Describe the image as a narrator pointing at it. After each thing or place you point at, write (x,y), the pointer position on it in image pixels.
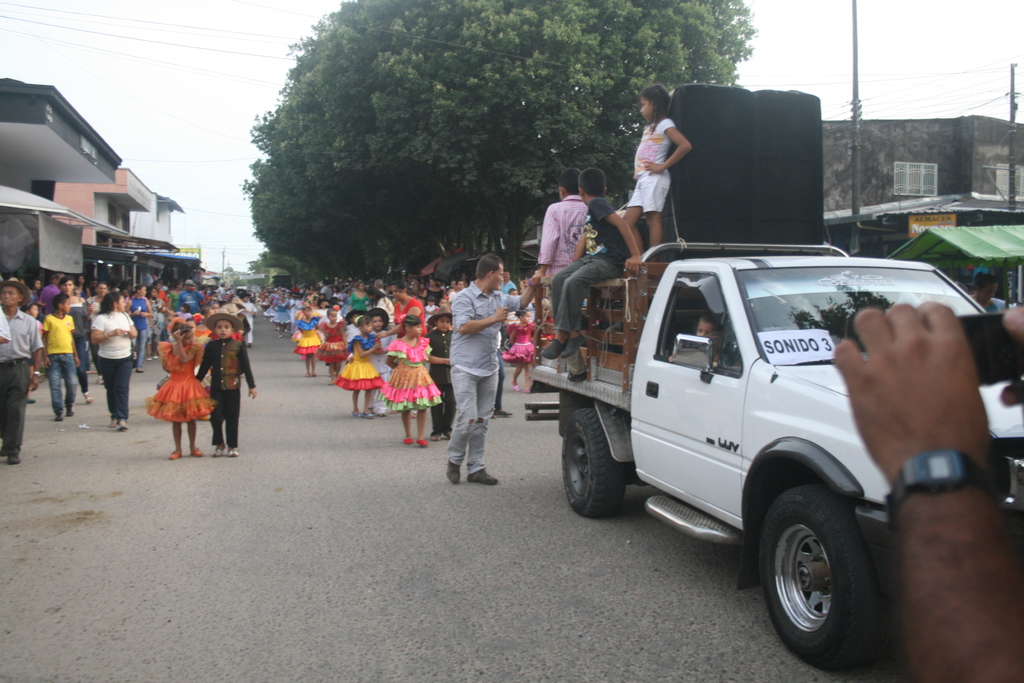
In this image we can see some children (418,368) walking on the road (139,395), some houses (35,274), some current poles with current wires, one vehicle (778,431) with some objects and some children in the vehicle (825,330). One poster (771,345) with text (805,349) attached to the vehicle front glass (835,340), some trees (514,149) near to the road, some people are on the road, one tent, some people (21,302) are walking on the road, right side of the image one person hands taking video and at the top (892,77) there is the sky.
